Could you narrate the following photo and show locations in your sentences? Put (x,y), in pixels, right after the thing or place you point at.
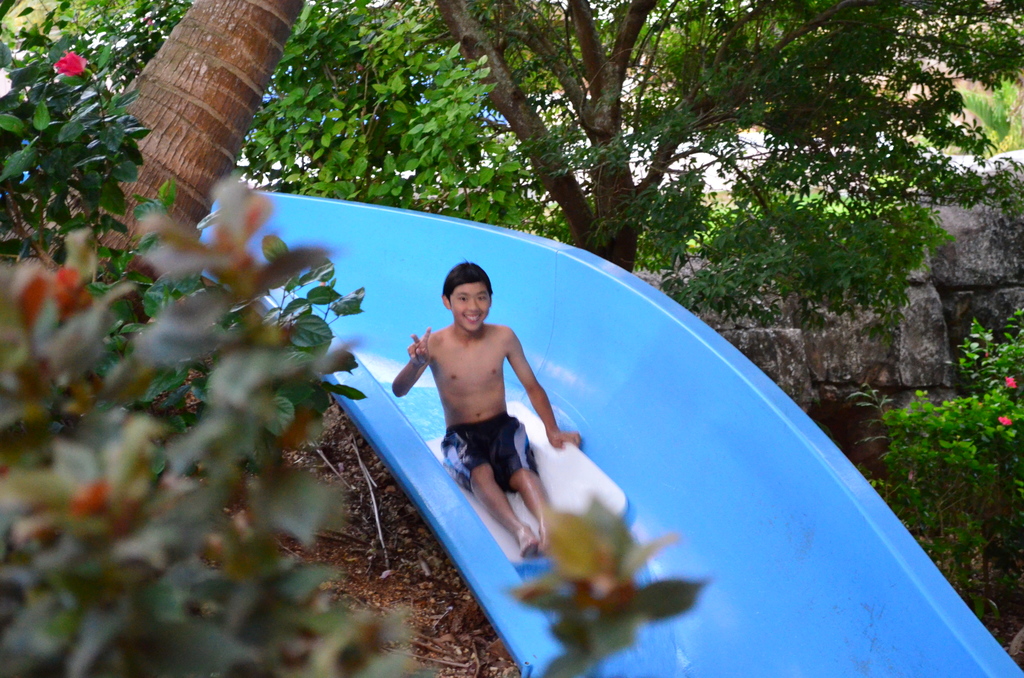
This is the picture of a boy (474,489) who is coming through the plastic tube (401,433) and around him there are some plants (510,181).
